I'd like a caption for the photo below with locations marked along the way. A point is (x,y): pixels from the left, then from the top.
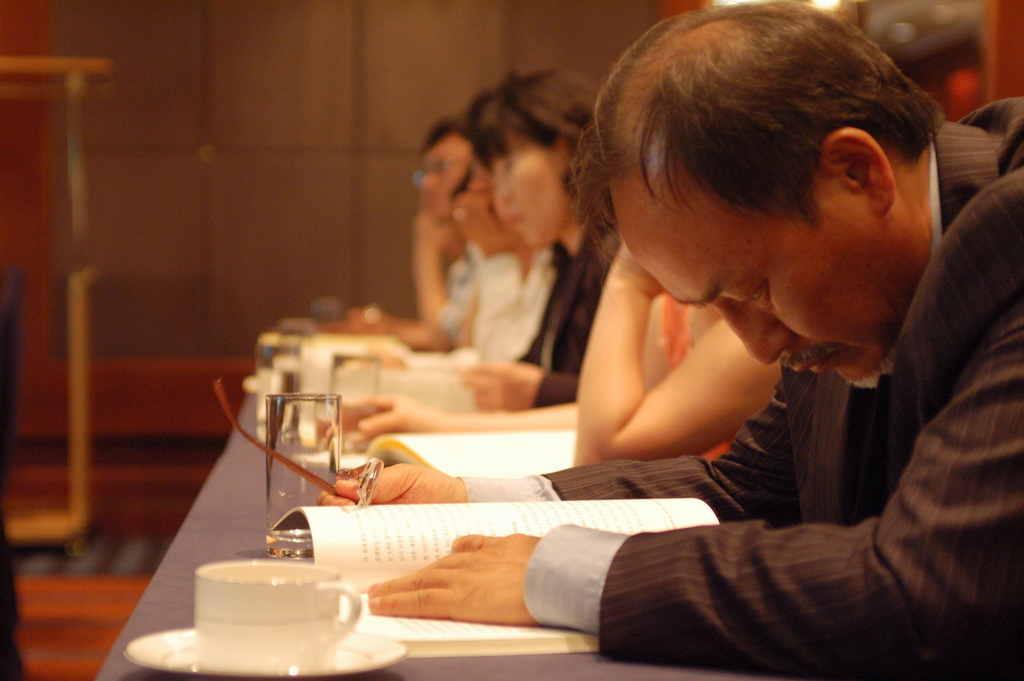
In this image I can see number of persons (781,385) are sitting on chairs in front of the desk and on the desk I can see few glasses (305,412), a cup (285,616), few books (318,347) and few other objects (312,315). In the background (295,155) I can see the wall (297,124).
